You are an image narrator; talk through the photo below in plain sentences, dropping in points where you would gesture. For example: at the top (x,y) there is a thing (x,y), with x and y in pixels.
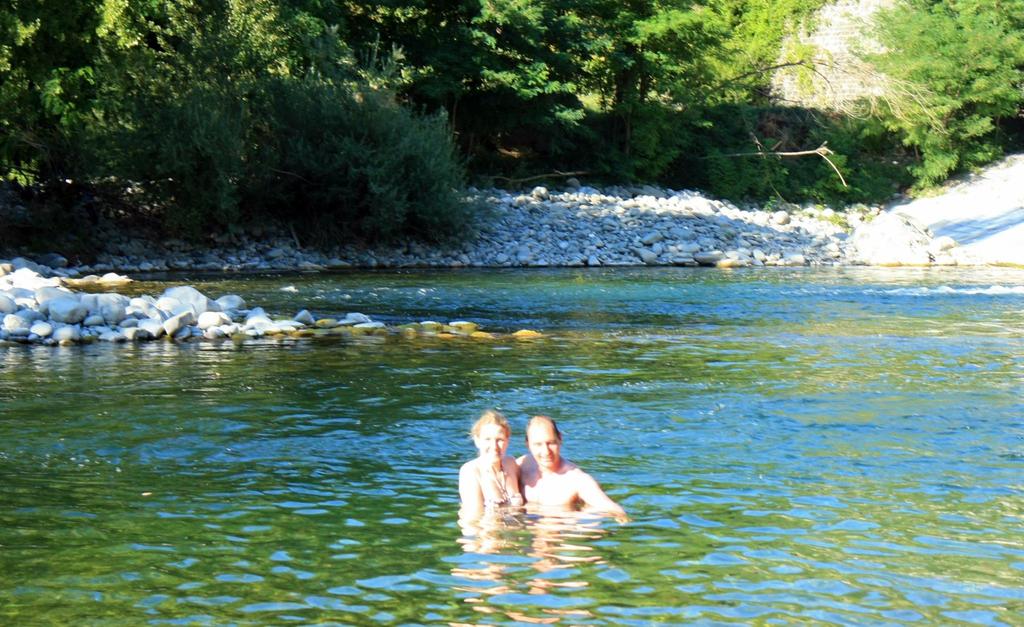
In the image we can see a man (566,473) and a woman (496,475) smiling and they are in the water (451,483). Here we can see stones (570,227), plants (272,204) and trees (799,111).
